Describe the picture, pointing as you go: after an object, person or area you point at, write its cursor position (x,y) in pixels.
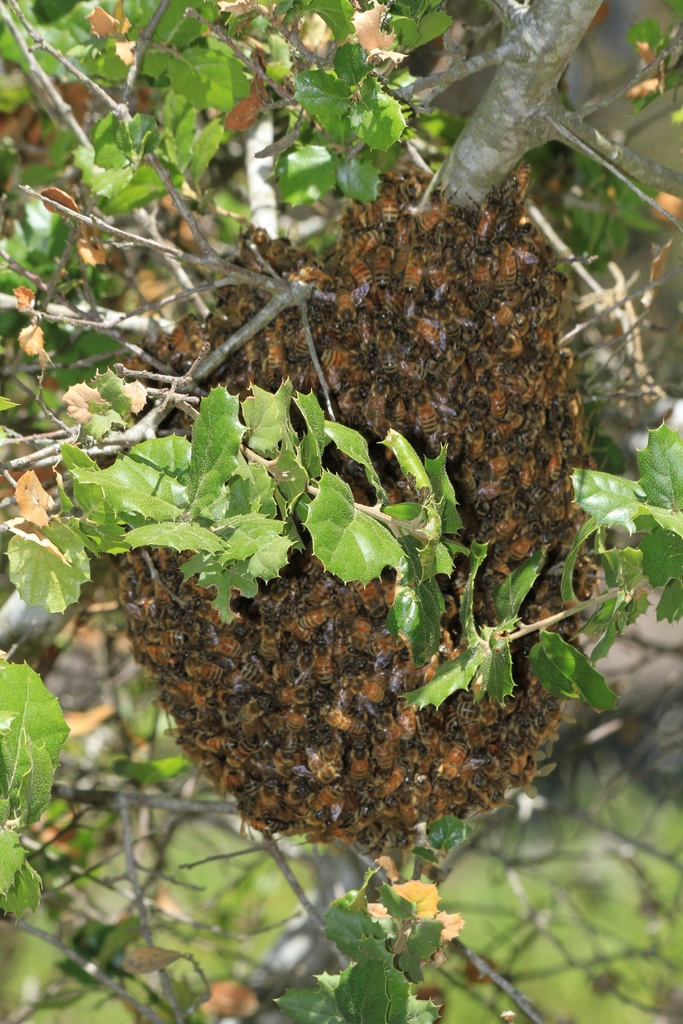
In the image there is a bees swarm (242,677) to a tree (201,410).
